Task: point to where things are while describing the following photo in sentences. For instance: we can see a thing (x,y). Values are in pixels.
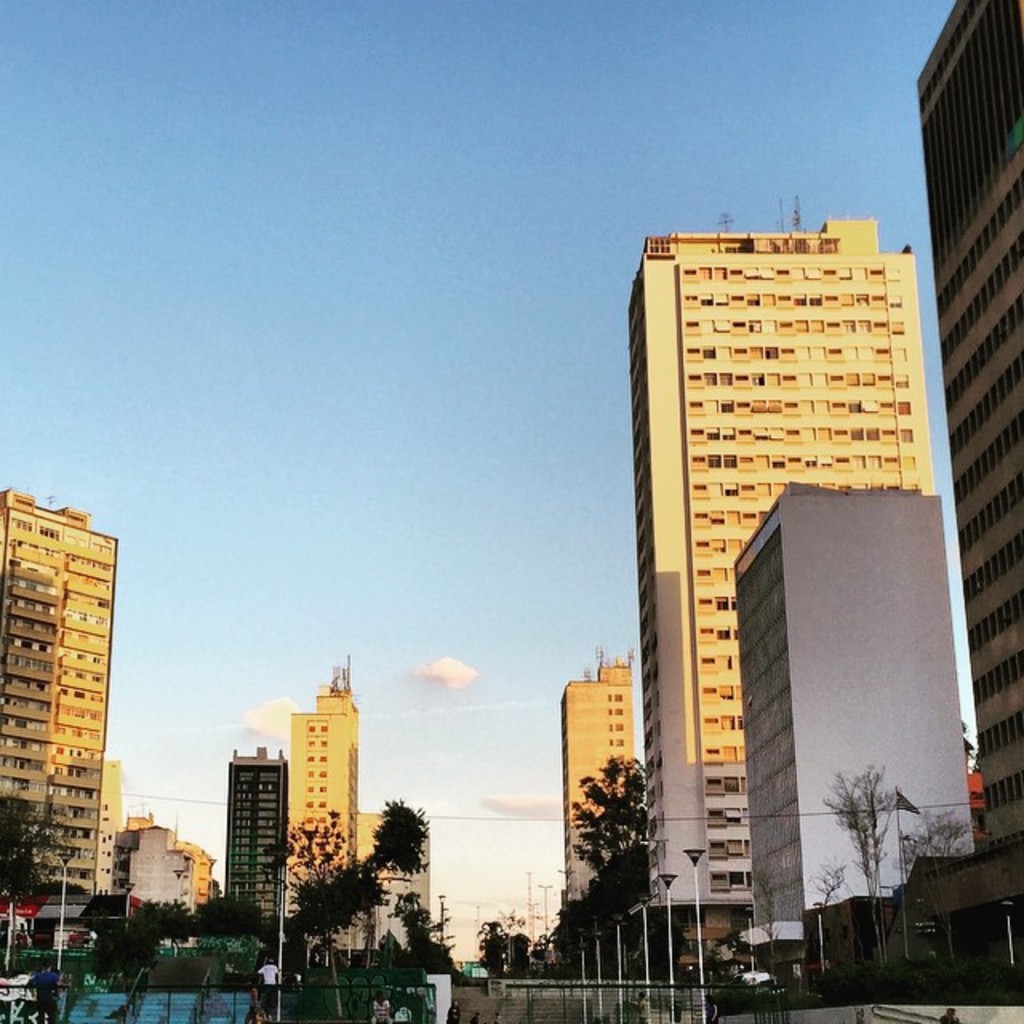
In this image there are buildings (355,758) and skyscrapers (791,334). In front of the buildings (660,805) there are trees (327,916) and street light poles (584,971). At the top (387,334) there is the sky (334,263).
